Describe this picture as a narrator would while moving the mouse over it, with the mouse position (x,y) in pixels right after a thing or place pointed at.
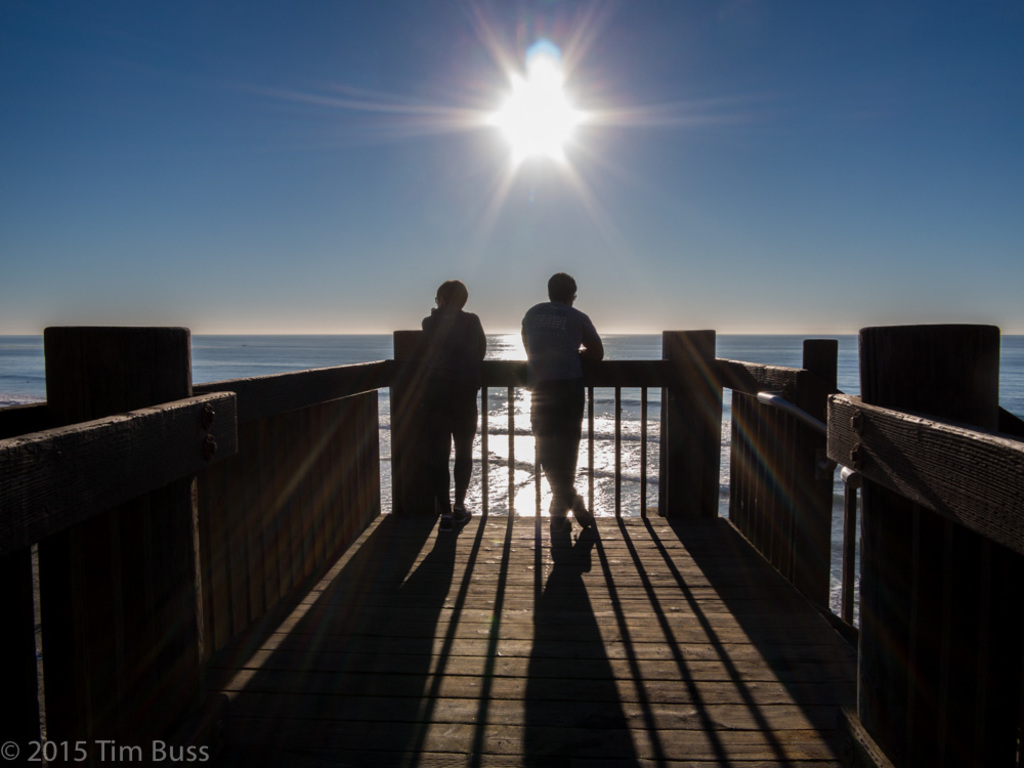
In this image there are two persons (467,414) standing and leaning on a wooden fence (537,476), in front of them there is an ocean (504,334). In the background (395,211) there is the sky (179,184).
